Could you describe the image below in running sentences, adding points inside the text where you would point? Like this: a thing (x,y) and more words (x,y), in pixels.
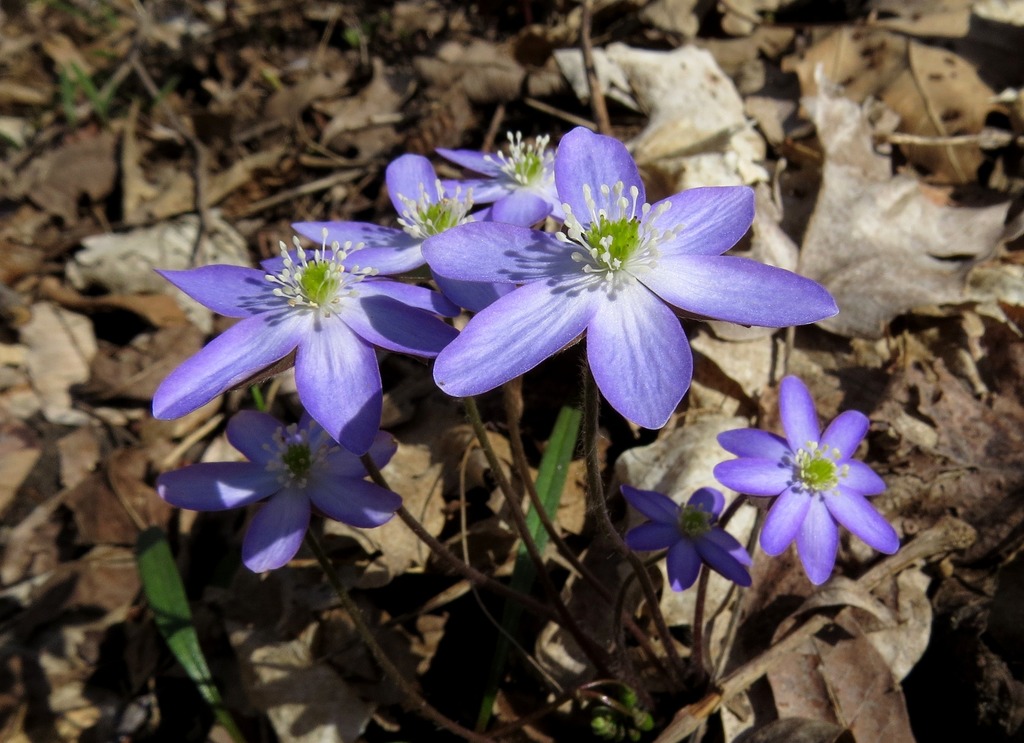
In this image there is a plant (596,456) and flowers (480,362). At the bottom of the image (49,607) there are dried leaves (85,409).
